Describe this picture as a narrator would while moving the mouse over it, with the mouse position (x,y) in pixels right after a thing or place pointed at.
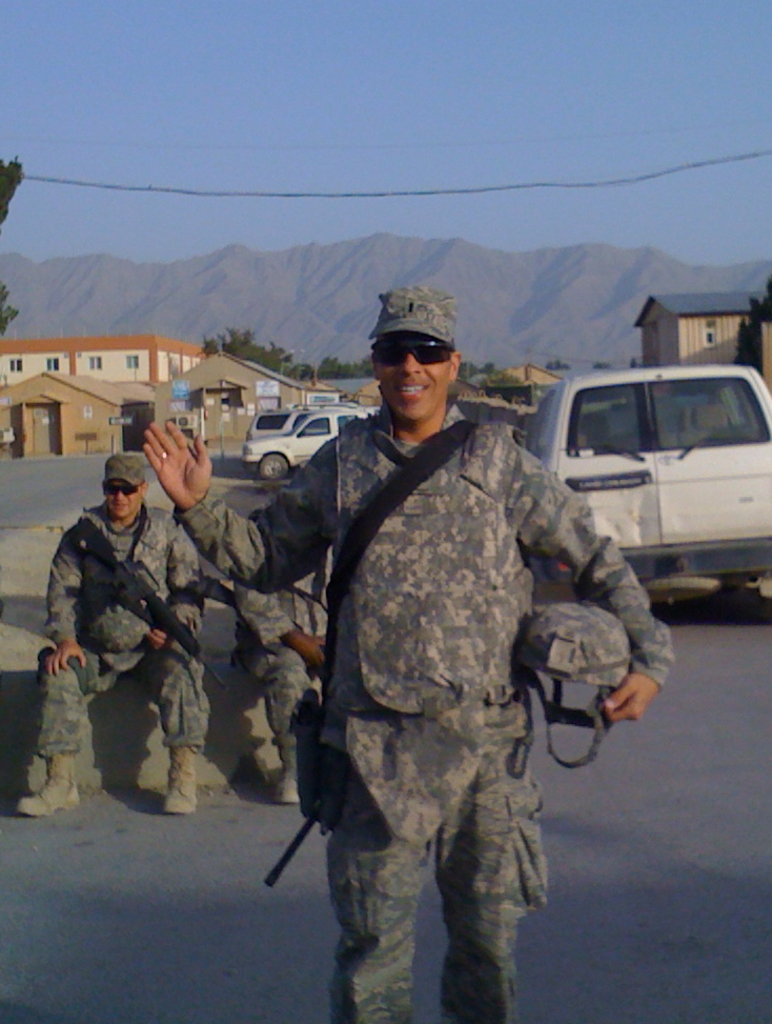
This is the man (442,725) standing and smiling. He is holding a helmet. I can see two people (60,681) sitting on the wall (31,655). These are the cars (299,451), which are parked. I can see the houses (237,385) and buildings (282,376) with the windows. These are the trees (362,368). In the background (97,270), I think these are the mountains (496,260). This is the sky (508,112).
